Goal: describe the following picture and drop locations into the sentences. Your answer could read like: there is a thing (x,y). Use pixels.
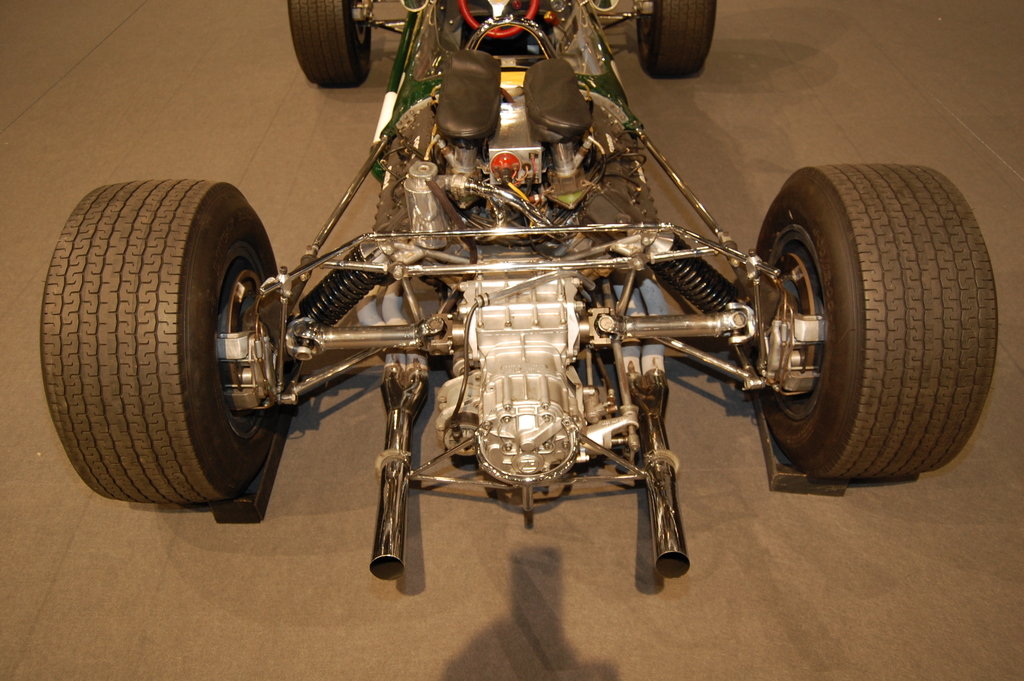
In this picture we can see a vehicle (501,105) it is looking like a go kart (555,257). At the bottom (515,612) it is floor (566,614).
